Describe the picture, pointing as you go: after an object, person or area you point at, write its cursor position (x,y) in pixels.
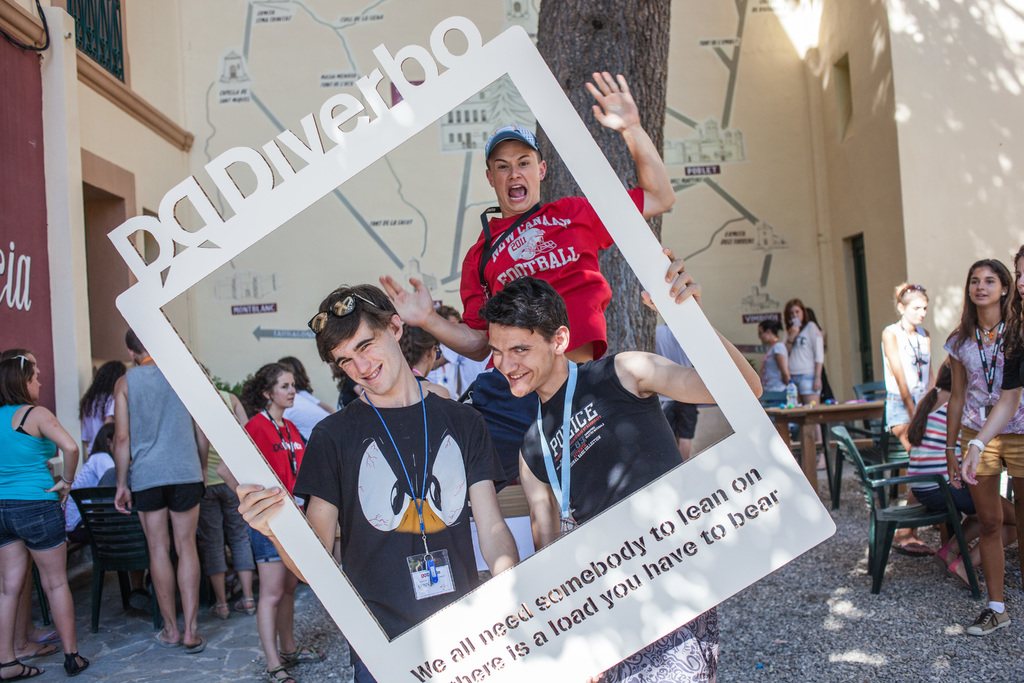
In this image I can see few people (508,358) around. I can see two people (433,394) are holding white frame (382,141). I can see few chairs (921,510), tables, trees (641,90), building (30,11) and cream color wall (205,103).
